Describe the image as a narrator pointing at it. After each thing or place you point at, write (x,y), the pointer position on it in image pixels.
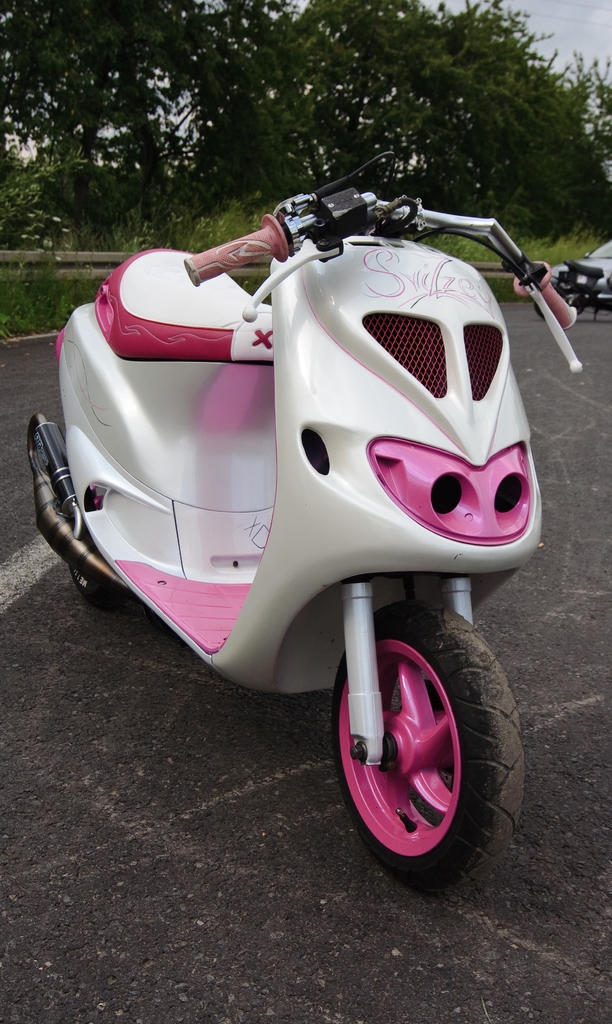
In this image, in the middle (320,473) there is a bike (354,566). In the background (494,275) there are vehicles (590,258), trees (580,178), grass (80,284), fence (73,267), sky (558,49). At the bottom (302,857) there is road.
